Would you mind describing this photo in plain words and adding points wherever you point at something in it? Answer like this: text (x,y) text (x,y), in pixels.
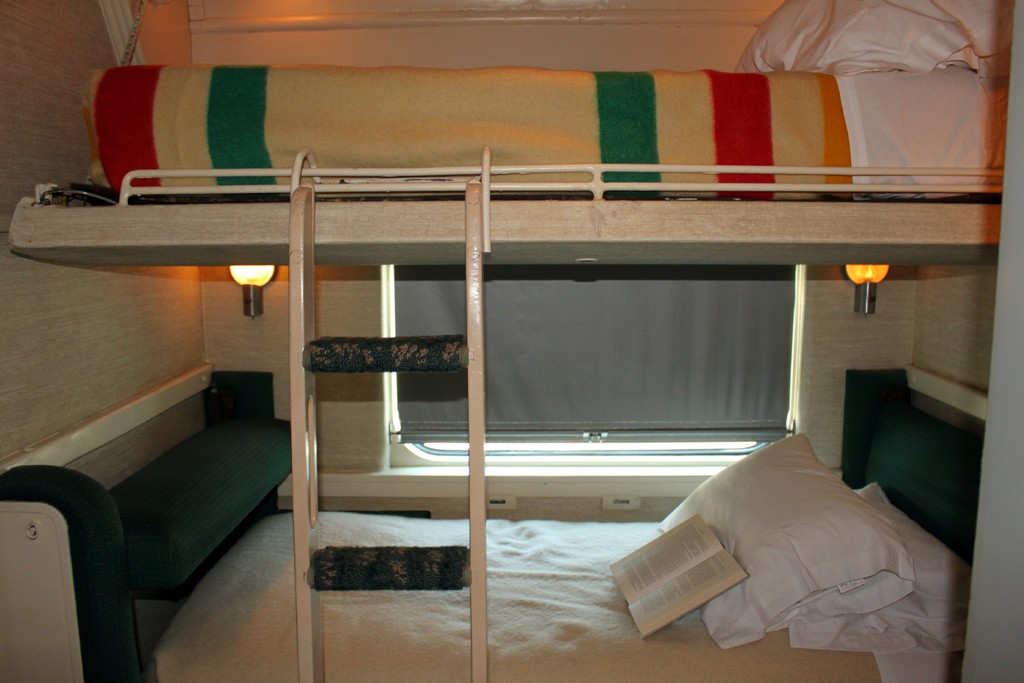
In the image we can see double cot (291,346) and two beds (547,613), pillows (856,593), blanket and book (666,608) on the bed (582,591). In the background (96,337) there is a light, window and wood wall (84,387).
